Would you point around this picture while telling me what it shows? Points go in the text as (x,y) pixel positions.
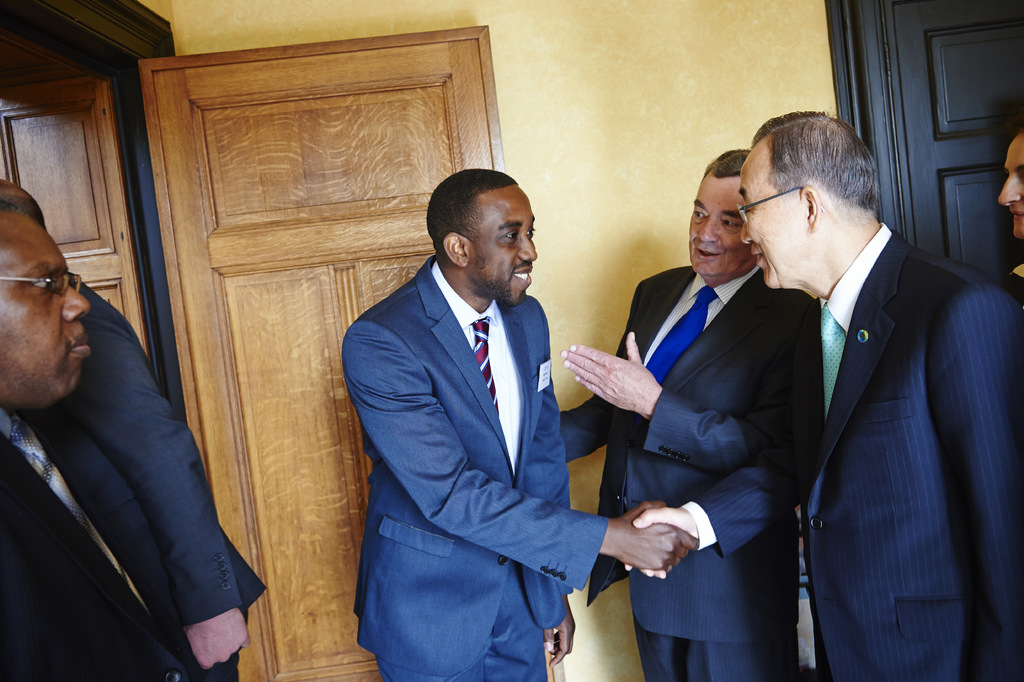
In this picture there are some men (983,588) wearing blue suit (868,480) and welcoming the guest (550,532) by shaking hand (620,549). Behind there is a brown wooden door (306,201) and yellow wall (660,82).
